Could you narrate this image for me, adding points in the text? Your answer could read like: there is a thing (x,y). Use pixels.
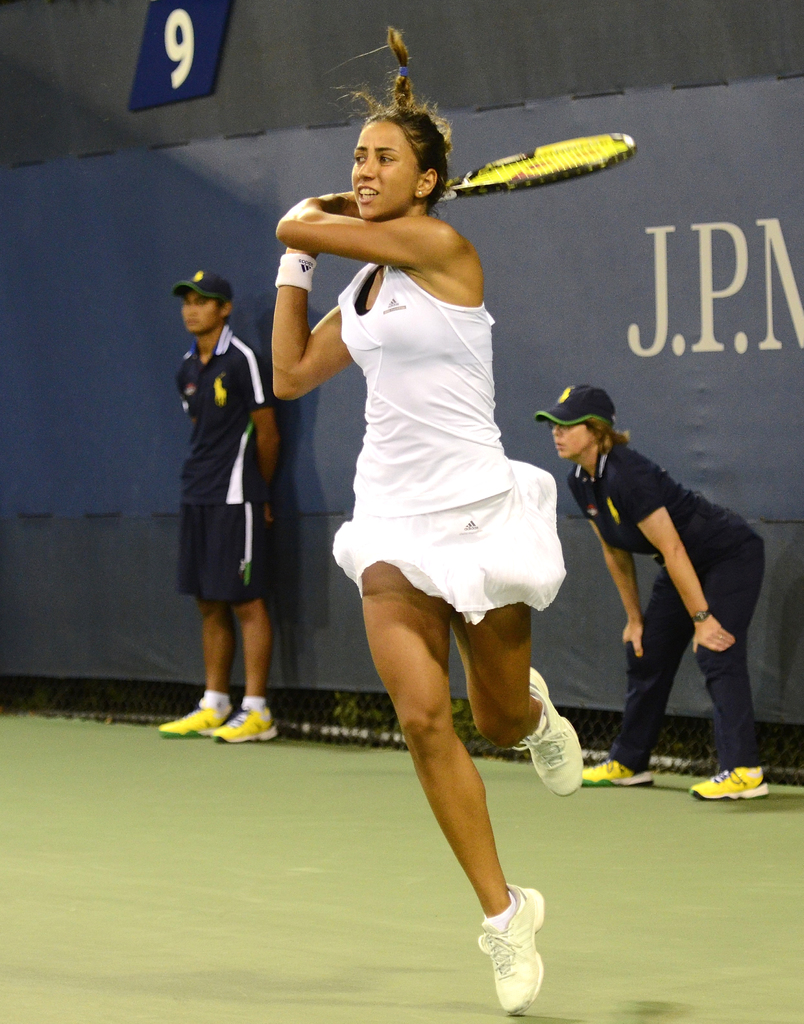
The image is taken inside a playground (374,926). In the image there is a woman (439,355) wearing a white color dress (451,510) and holding a tennis racket (509,169). On right side (596,464) there is another woman (659,493) who is standing, in left side (205,350) there is a man (212,376) wearing a hat (209,292) and standing. In background (496,275) there is a blue color hoarding (690,140) at bottom (222,858) the land (74,858) is green color.
